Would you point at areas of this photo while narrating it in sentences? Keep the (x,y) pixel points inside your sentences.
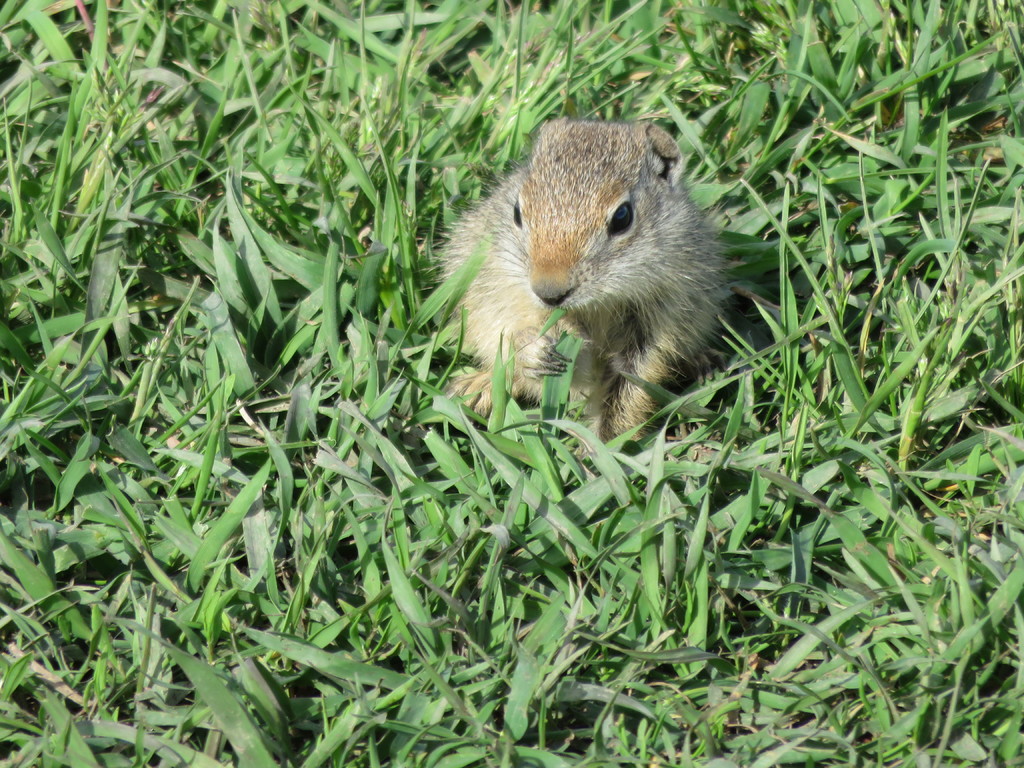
This picture is mainly highlighted with a squirrel (480,203) and it is holding a green leaf (570,352). In this picture we can see the plants (858,225).
